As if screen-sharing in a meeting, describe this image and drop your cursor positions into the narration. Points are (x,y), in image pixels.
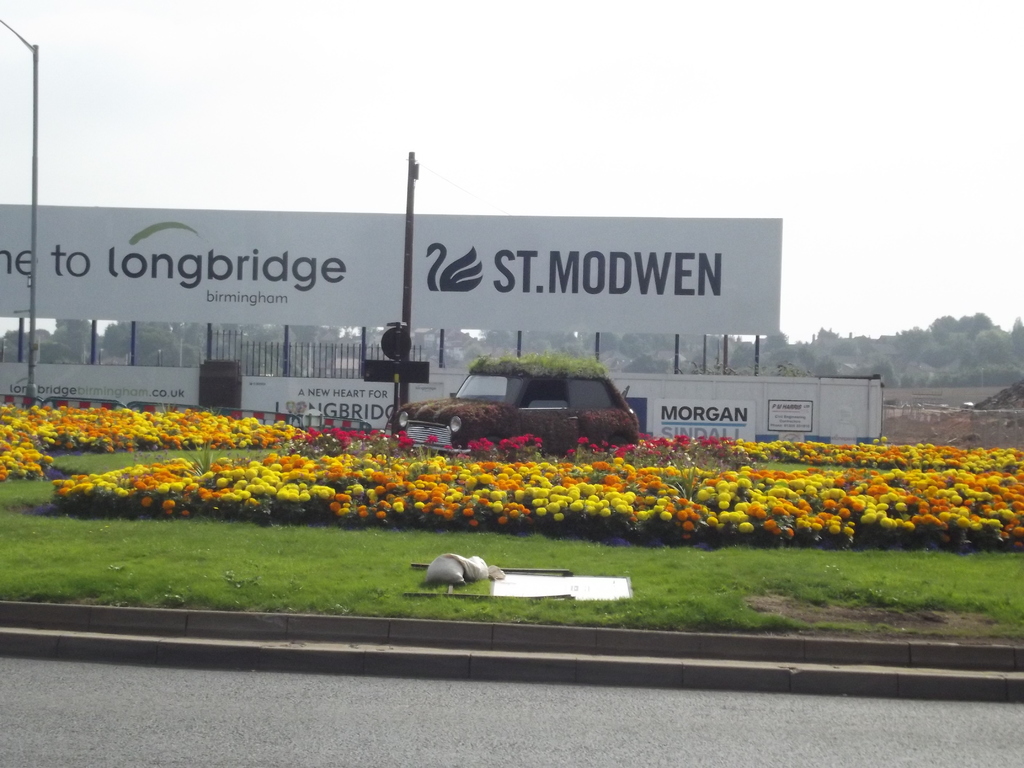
In this image, we can see some trees (620,357) and flowers (658,473). There is a car (591,413) in front of the wall (748,396). There are poles (32,276) in front the board (547,252). There is a road (533,715) at the bottom of the image (517,704). At the top of the image (463,87), we can see the sky (505,87).
